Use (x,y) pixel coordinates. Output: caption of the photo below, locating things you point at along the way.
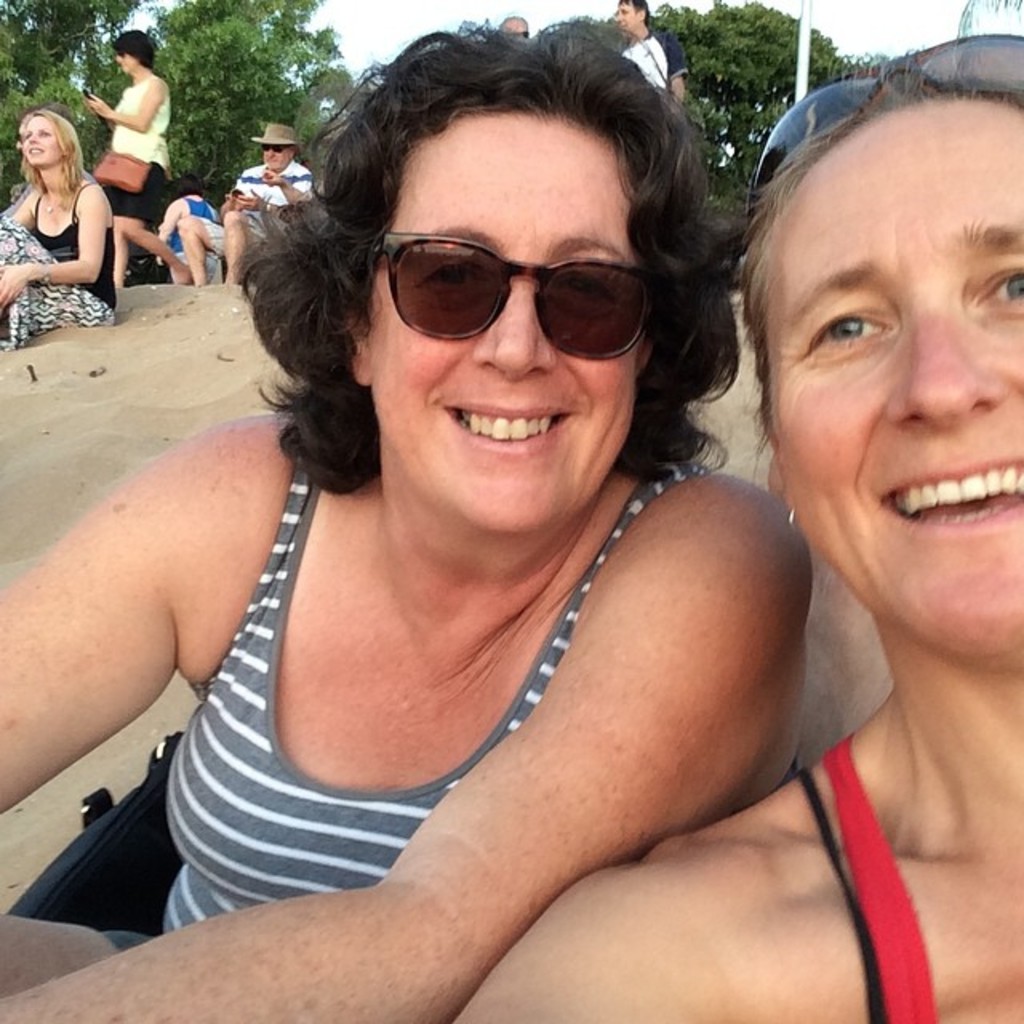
In the center of the image (511,520) we can see the two ladies (541,507) are sitting and wearing goggles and smiling. In the background of the image (691,110) we can see some persons (286,181), trees (712,123), pole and soil (201,325). At the top of the image (346,25) we can see the sky (346,25).
